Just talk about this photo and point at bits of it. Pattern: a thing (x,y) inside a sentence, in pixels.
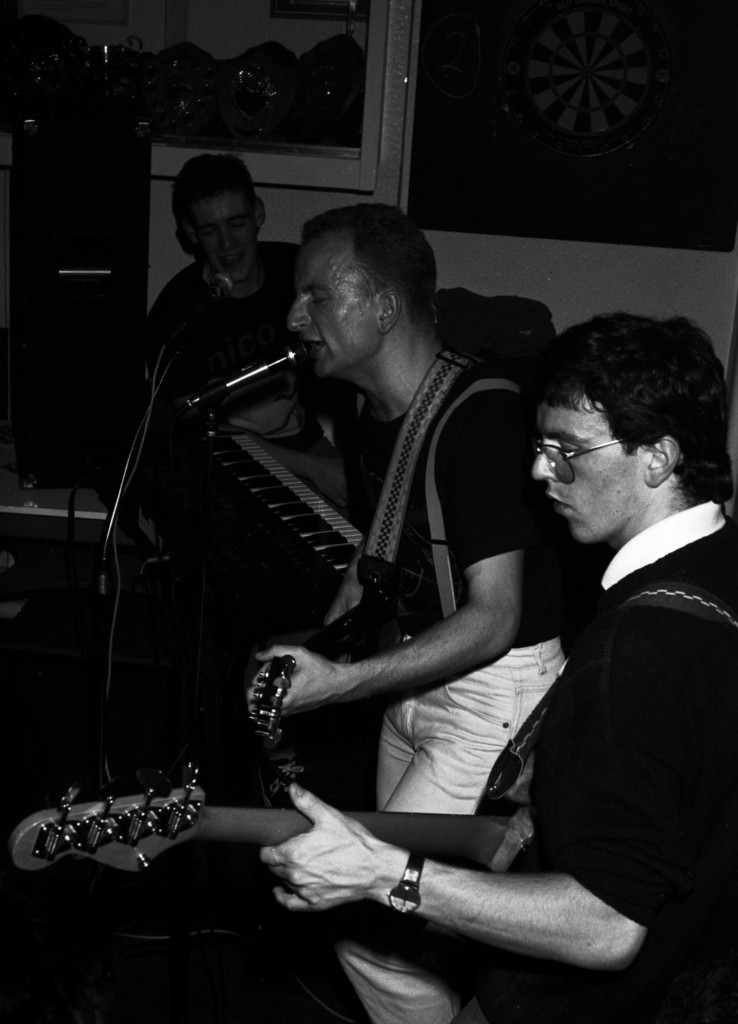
There are two people (514,621) with black t-shirt (572,717) is standing and playing guitar (401,823). The man (394,670) in the middle (419,536) is singing, in front of him there is a mic (290,354). And the men (219,345) with another black t-shirt (227,335) is sitting and playing a piano (271,469). In front of him there is a mic (225,289).
